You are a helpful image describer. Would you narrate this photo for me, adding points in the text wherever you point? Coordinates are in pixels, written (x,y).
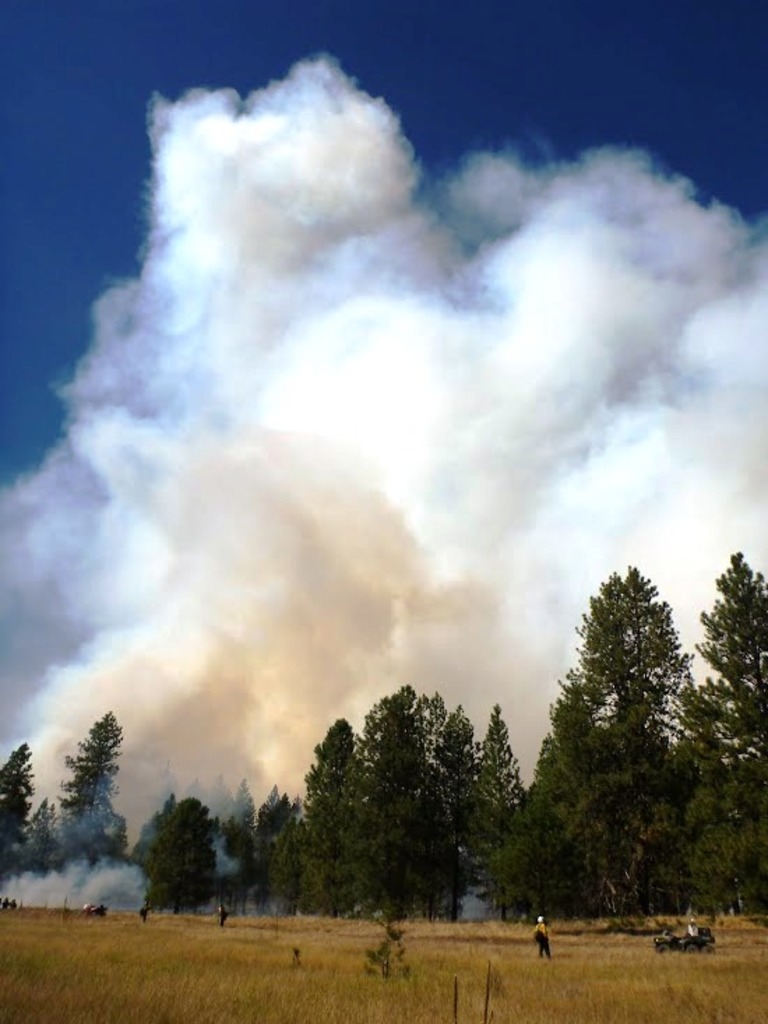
There is a field (493,971). On that there is a person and a vehicle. In the back (505,753) there are trees (447,726) and smoke (336,524). Also there is sky (408,91).
